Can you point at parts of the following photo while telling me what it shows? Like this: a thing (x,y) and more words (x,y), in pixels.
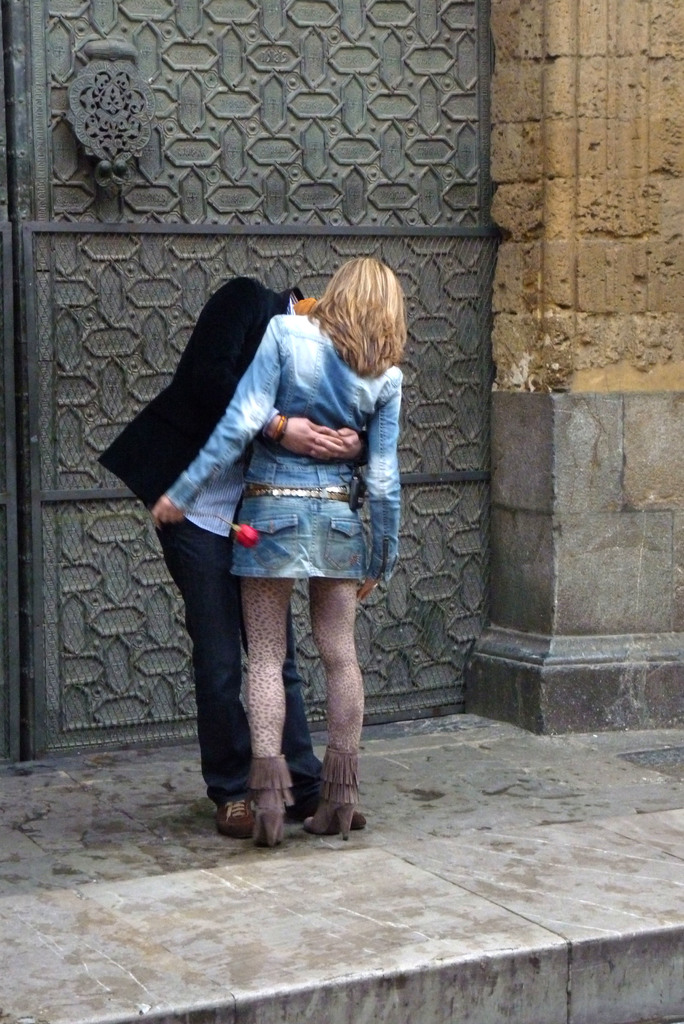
In the image we can see there are people (304,482) standing and behind there is an iron door (210,223). The woman (305,554) is holding rose flower (233,526) in her hand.
